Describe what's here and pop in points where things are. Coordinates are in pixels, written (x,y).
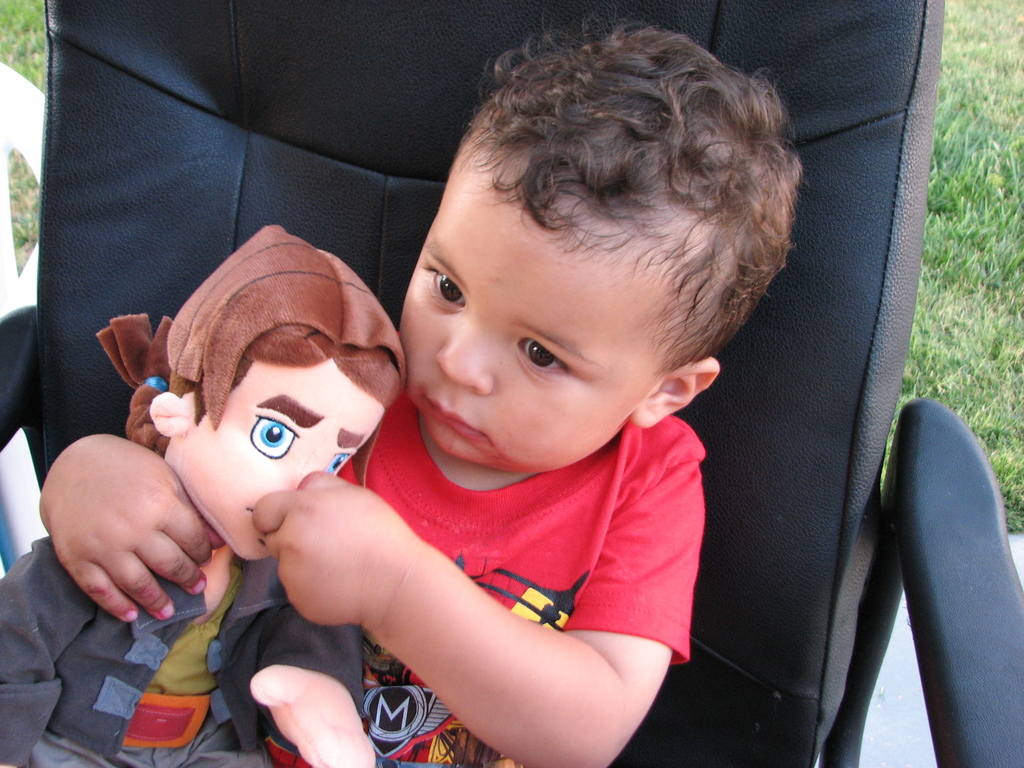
In this image I can see the child (499,491) sitting on the chair (795,431). The child (623,126) is wearing the red color dress (471,523) and holding the toy (251,480). In the background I can see the grass (16,41).
